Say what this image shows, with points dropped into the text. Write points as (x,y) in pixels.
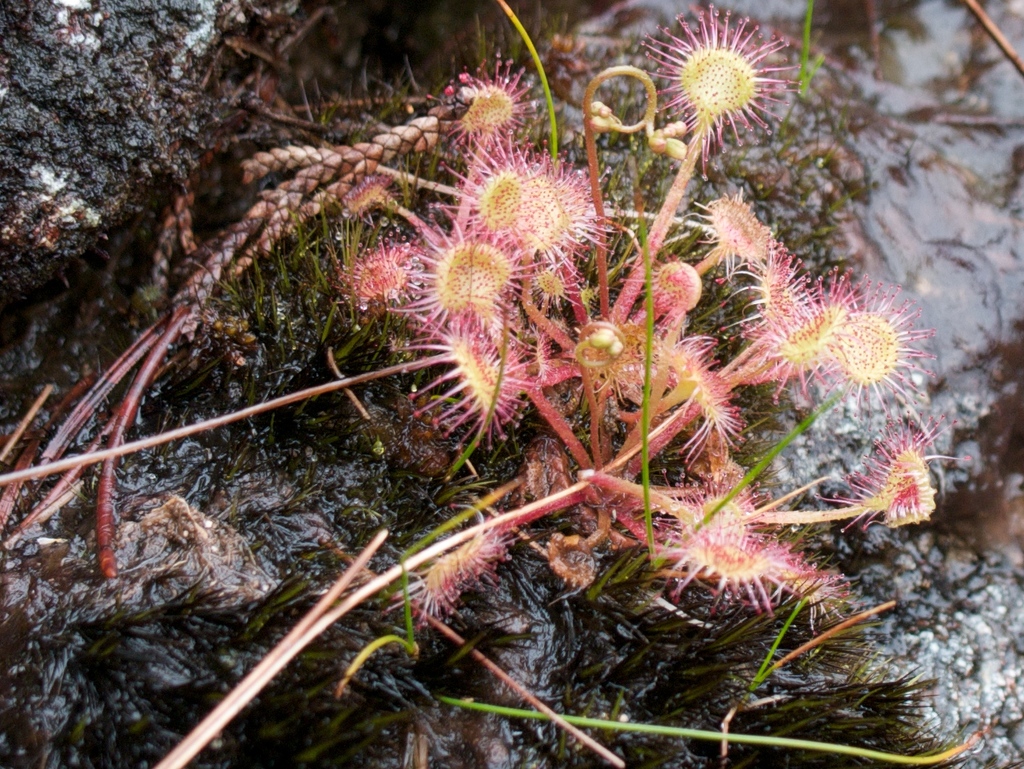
This picture contains an aquatic plants (484,359). In the background (874,236), we see water (1012,230). On the left side of the picture (110,118), we see rocks (97,97).
